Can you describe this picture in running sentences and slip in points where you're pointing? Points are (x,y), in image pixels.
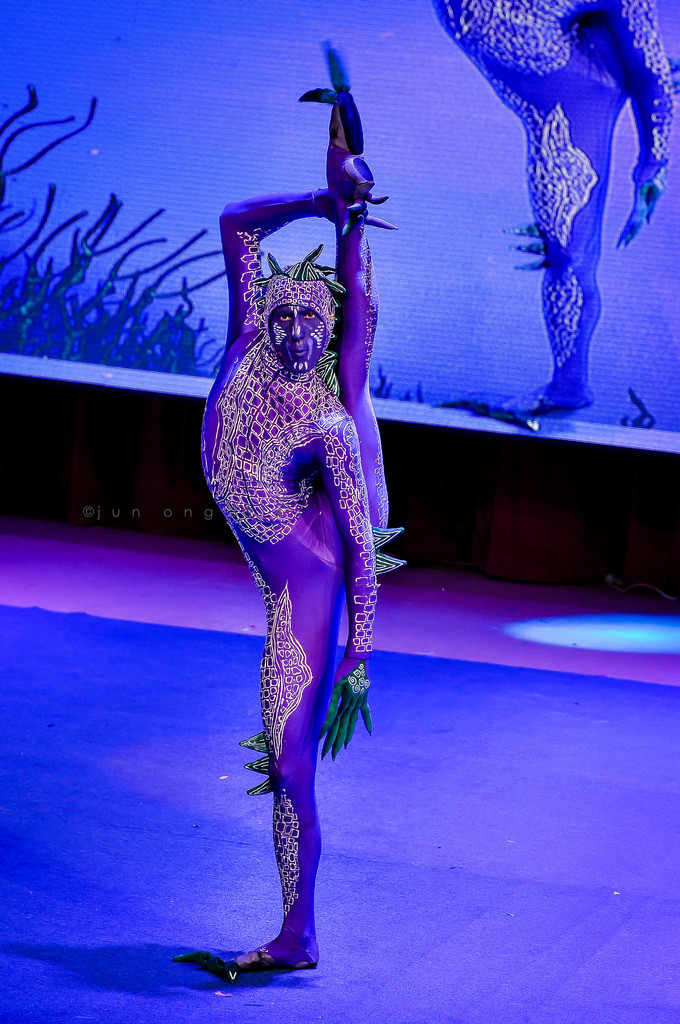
In this image there is a person (328,725) standing on the floor (249,907) by raising one of his legs (338,246). The person (314,360) is wearing the costume (296,422) and a mask (302,360). In the background (233,131) there is a screen (201,61). On the right side (630,640) there is a light (624,622).
